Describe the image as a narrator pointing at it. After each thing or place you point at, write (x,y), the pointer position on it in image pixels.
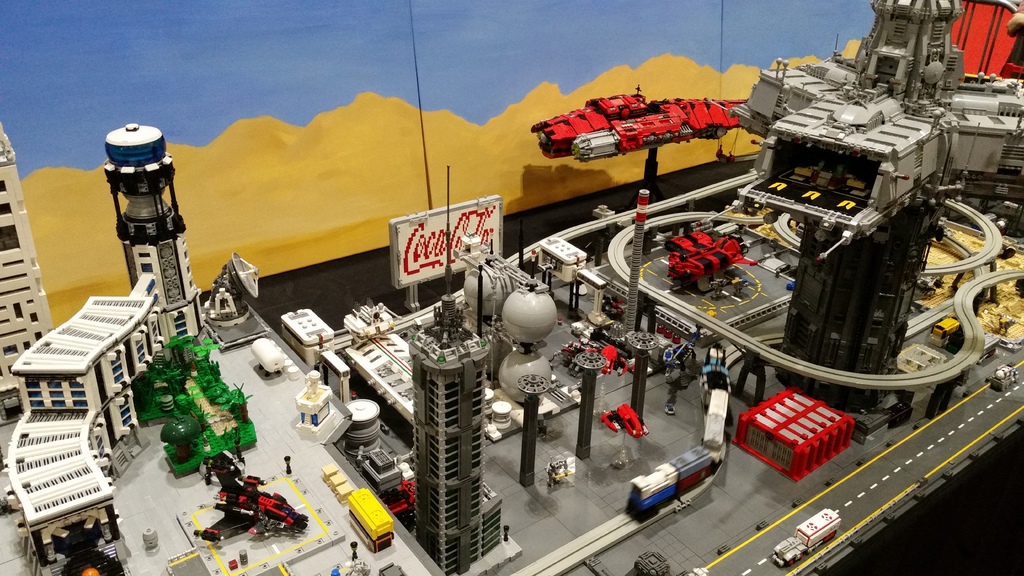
In this image I can see buildings (447,400), towers (423,373), fleets of vehicles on the road (762,538), light poles (529,467) and the sky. This image looks like a painting or a photo.
